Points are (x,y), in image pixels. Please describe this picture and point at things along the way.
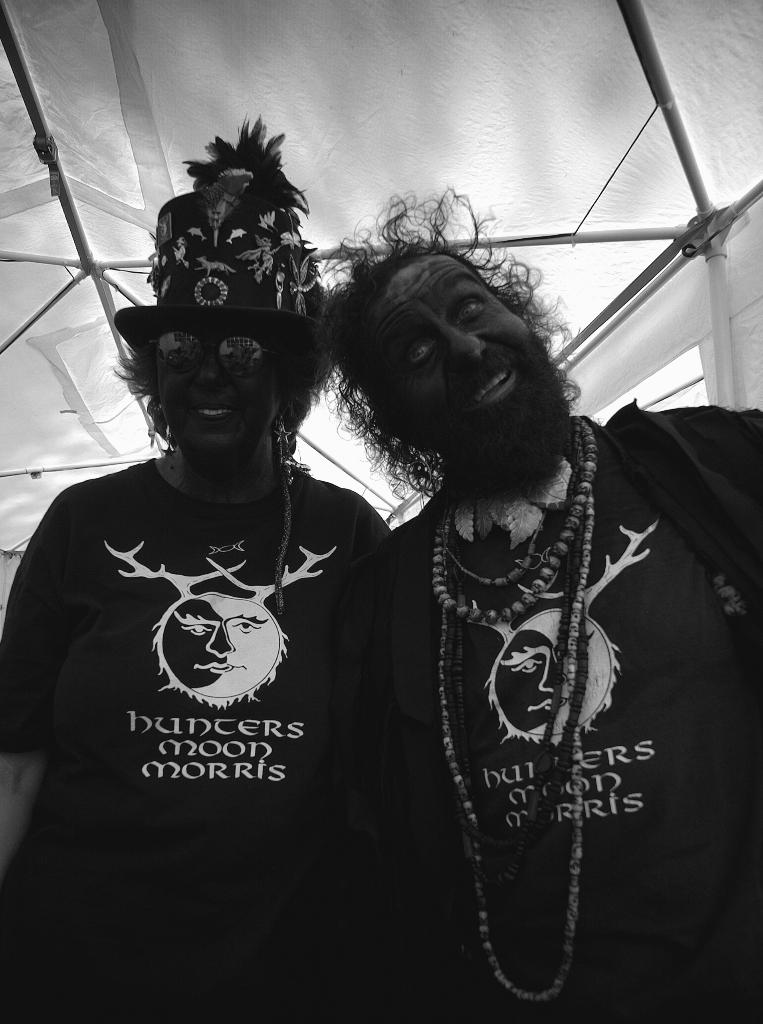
In this picture we can see a man (478,833) and beside to him a woman (227,410) wore cap (263,312), goggle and smiling and in the background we can see rods (45,129).
